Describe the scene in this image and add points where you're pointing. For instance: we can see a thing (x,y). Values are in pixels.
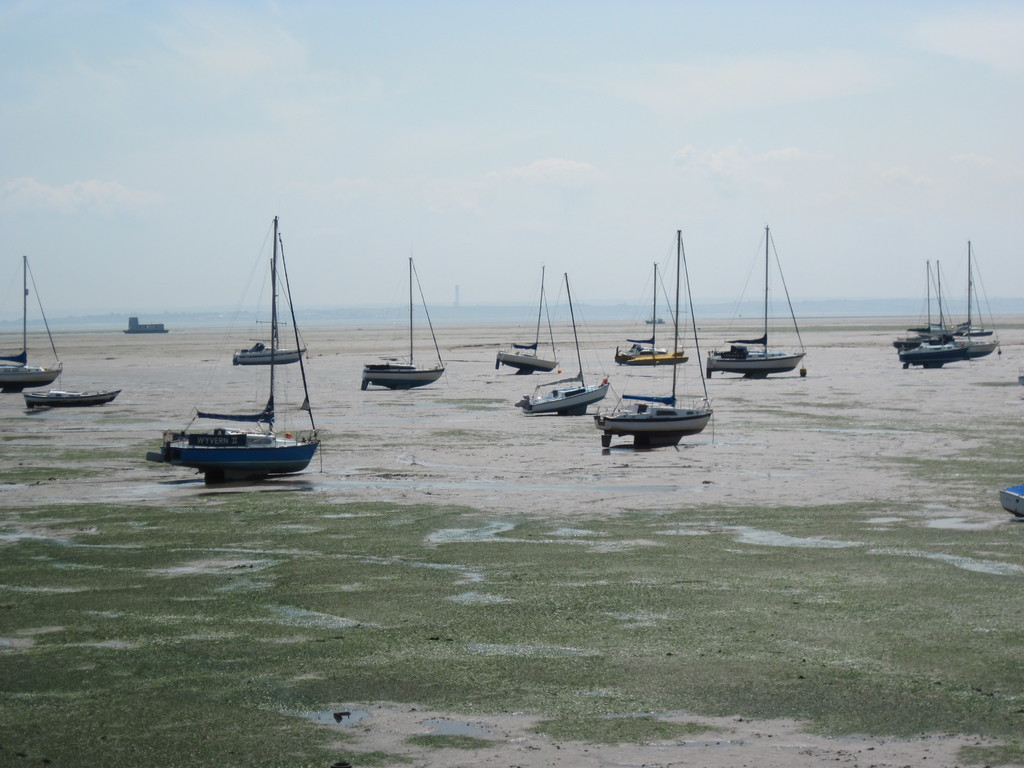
This image consists of many boats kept on the ground (548,608). At the bottom (666,623), there is ground (597,605). In the background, there is water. At the top (530,104), there is a sky (530,104).
